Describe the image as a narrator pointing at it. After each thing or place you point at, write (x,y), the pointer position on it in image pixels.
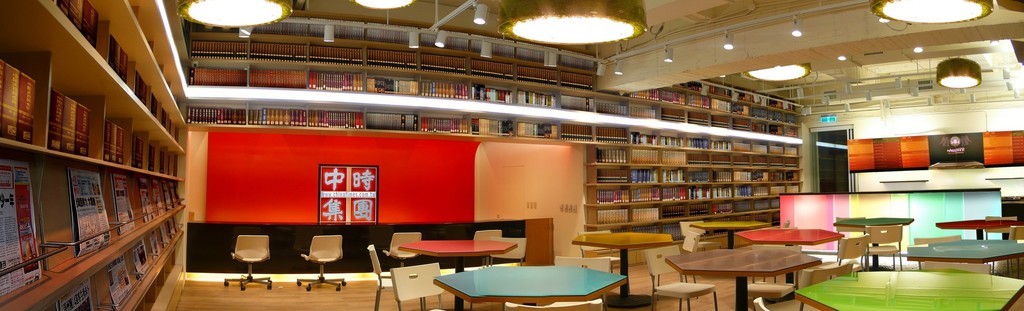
At the top (1009,67) we can see the ceiling (840,42) and lights (977,62). In this picture we can see the books (533,93) are arranged in the racks (163,92). On the left side of the picture (19,218) we can see the newspapers (19,201) and books (74,118) in the racks (52,52). We can see chairs (425,268), tables (983,245), floor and objects (529,246).
